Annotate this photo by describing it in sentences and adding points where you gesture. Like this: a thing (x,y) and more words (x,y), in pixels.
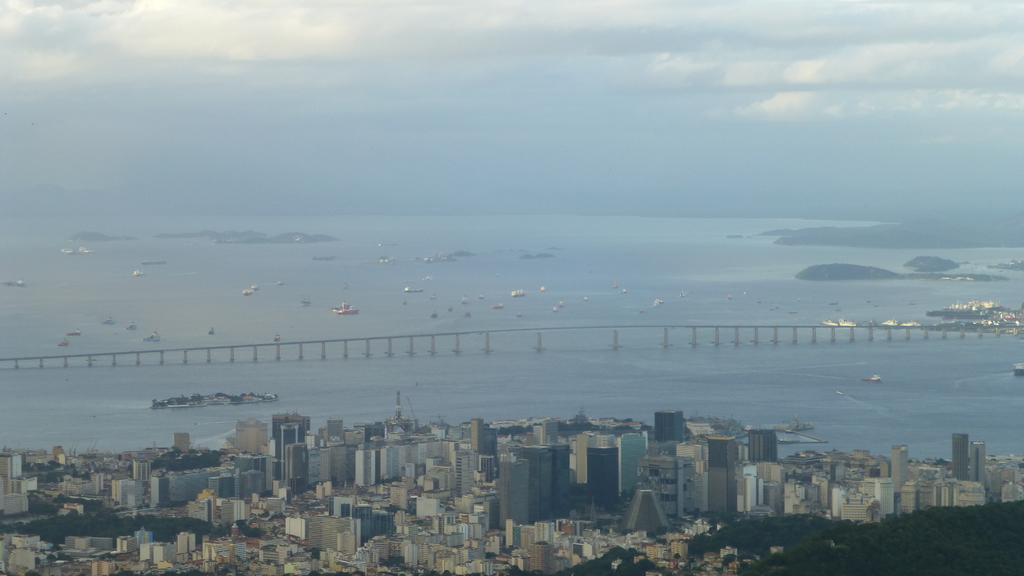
This is an aerial view of an image where we can see buildings (565,542), trees (925,535), water (820,379), bridge (854,328), ships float on the water (385,315) and the sky (320,165) with clouds (573,42) in the background (526,193).
